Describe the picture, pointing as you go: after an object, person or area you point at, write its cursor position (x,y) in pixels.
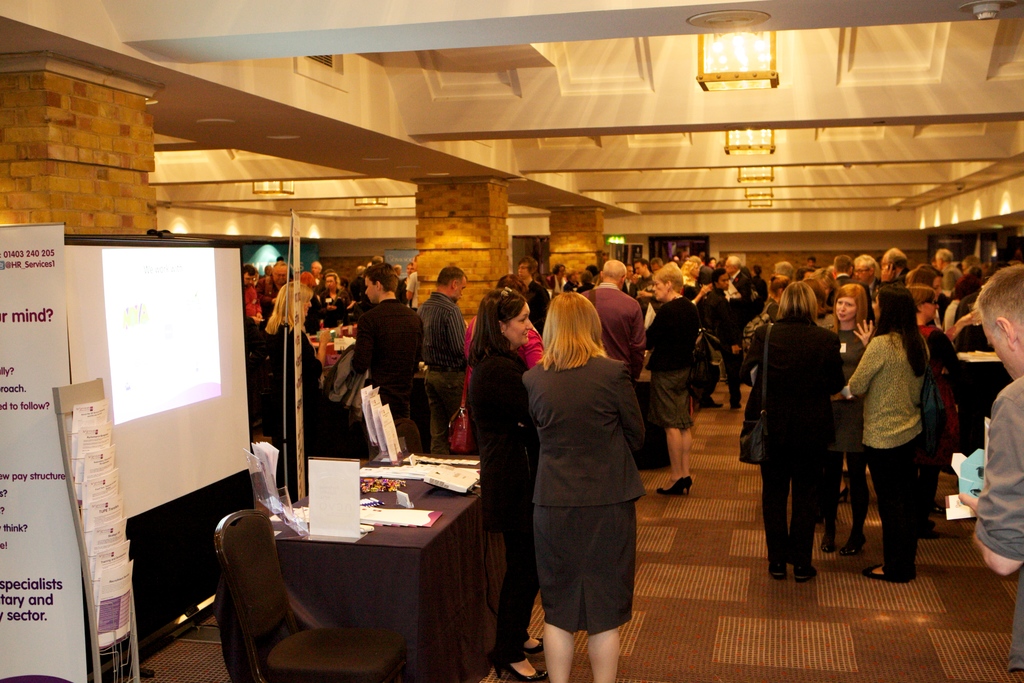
In this image we can see group of people (602,550) standing on the floor (721,482). Here we can see a table (476,593), chair (257,676), cloth (488,578), posters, screen (143,440), papers (392,420), pillars (476,220), lights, and ceiling (701,153).
